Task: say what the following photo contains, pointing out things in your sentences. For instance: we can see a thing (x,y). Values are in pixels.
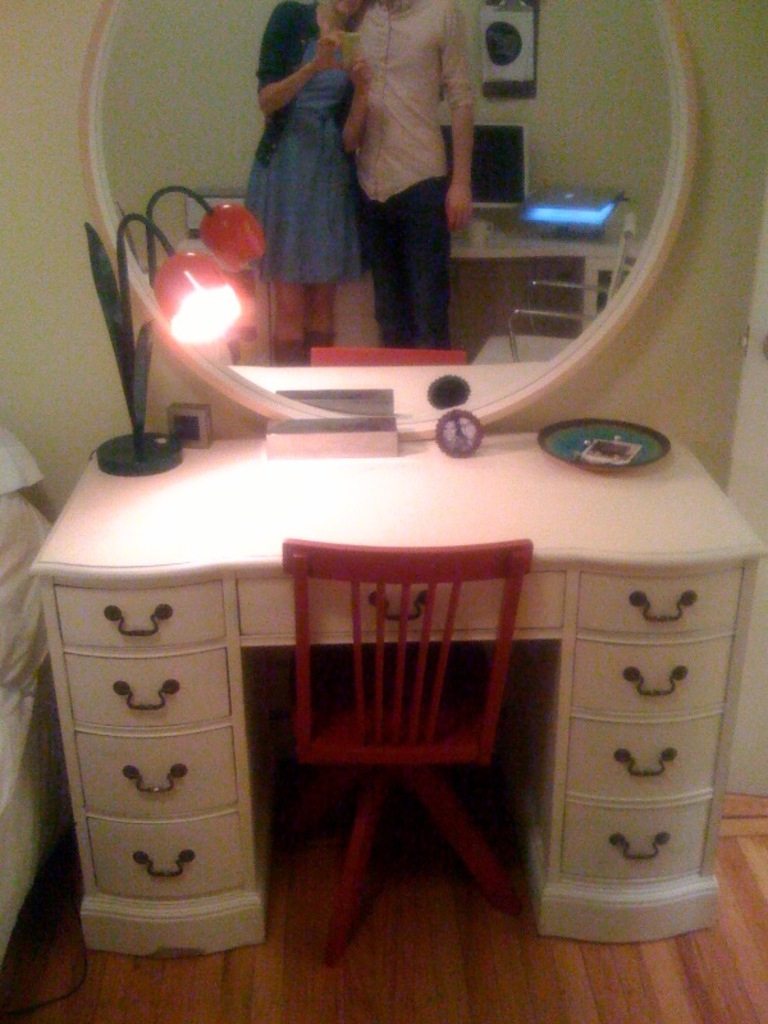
This looks like a dressing table (456,535) with drawers (159,833). This is a mirror (429,208) attached to the wall (723,126). Here is a reflection (407,218) of men (392,45) and women (332,133) standing. I can see a lamp (124,438) and plate (562,448) placed on the desk (338,537). This is the chair (444,743). I can see a table (558,246) with a monitor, laptop (567,236) through the reflection (496,220). This is a floor (458,988).
